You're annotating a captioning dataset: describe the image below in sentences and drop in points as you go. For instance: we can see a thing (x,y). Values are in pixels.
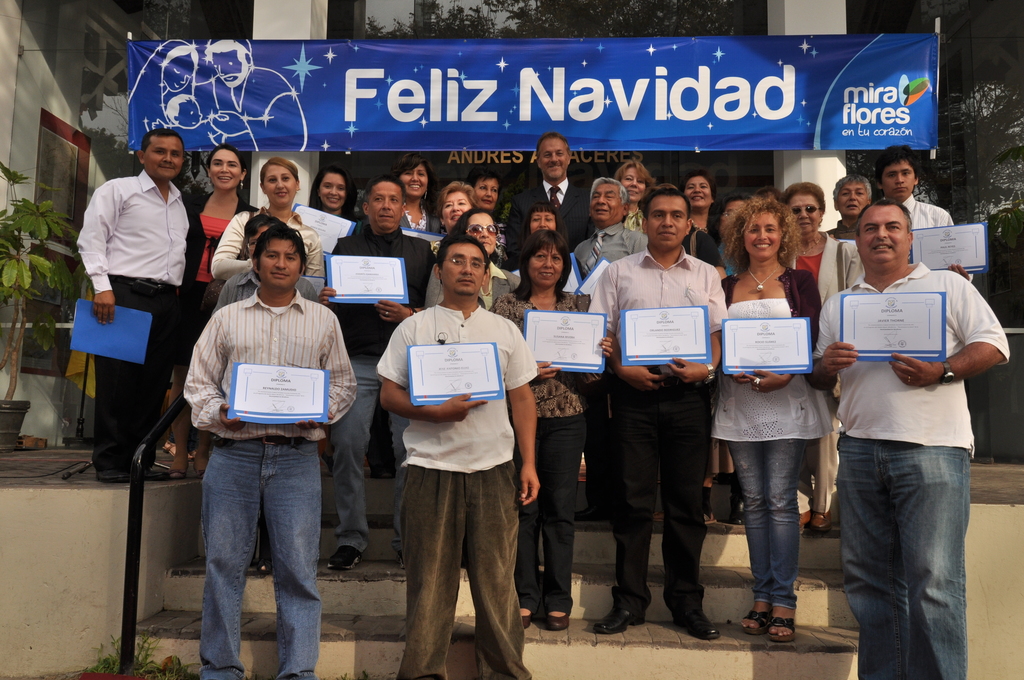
In the picture I can see group of people (571,374) are standing and holding some objects (474,356) in hands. In the background (603,84) I can see pillars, plants (22,327) and some other objects (618,79).
